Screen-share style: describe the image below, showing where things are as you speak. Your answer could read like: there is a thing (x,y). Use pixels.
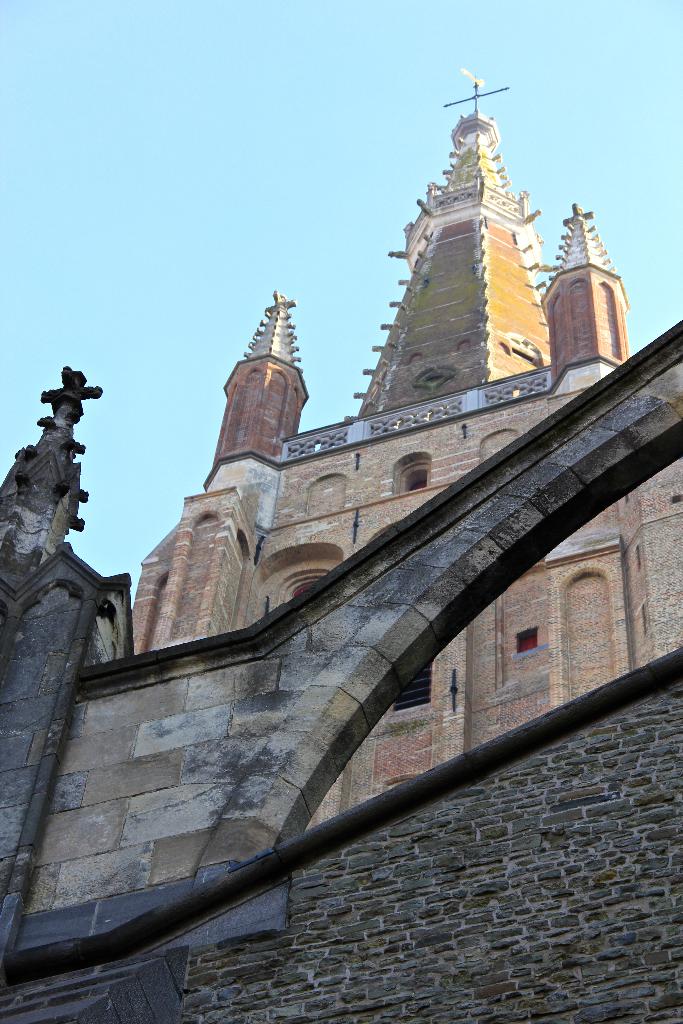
In the picture we can see church (422,528) and a wall (402,674). We can also see cross symbols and sky (291,101).
